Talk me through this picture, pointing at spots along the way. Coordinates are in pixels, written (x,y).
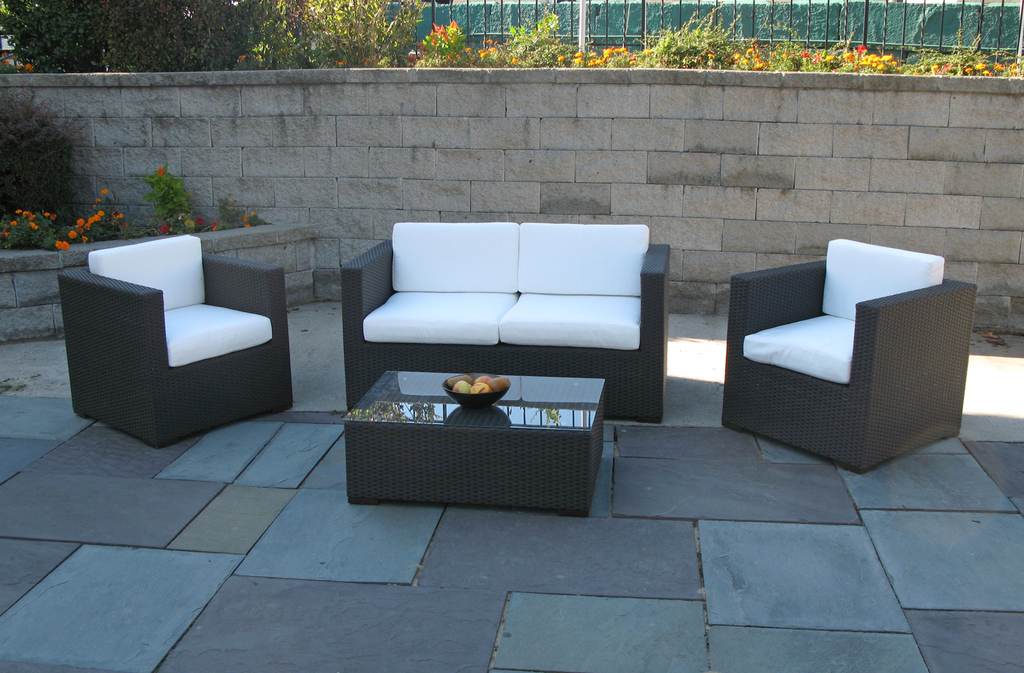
As we can see in the image there trees (368,26), fence (652,34), wall (679,111), plants (10,102) and three sofas (419,323). In front of sofa (438,316) there is a bowl (482,397). In bowl (495,396) there are fruits (471,385).
